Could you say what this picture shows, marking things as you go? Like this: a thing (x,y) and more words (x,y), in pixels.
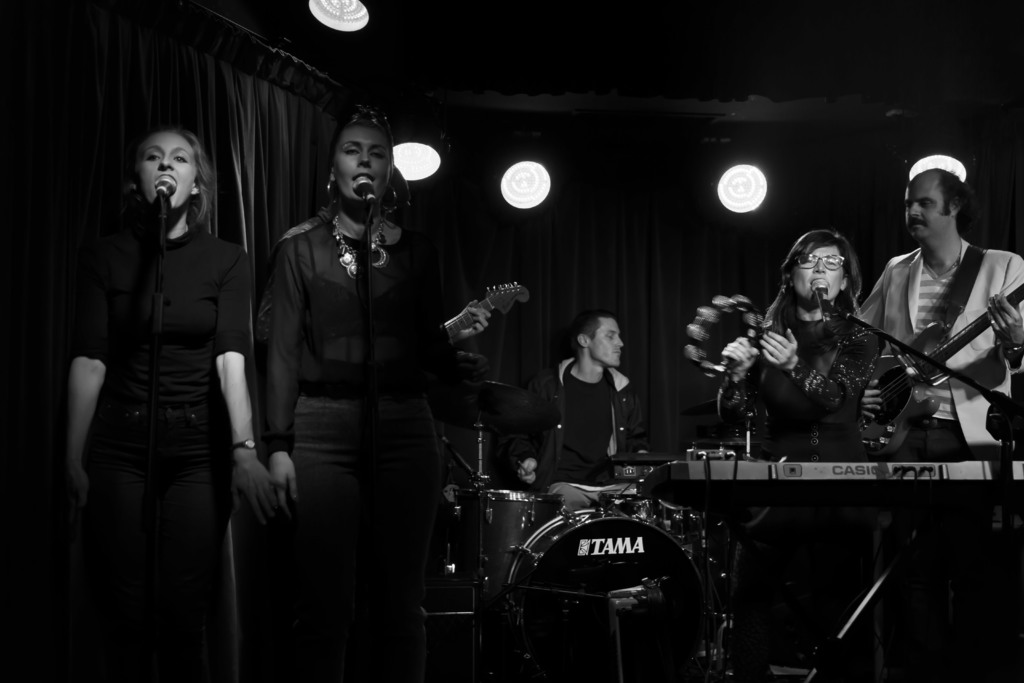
There are two ladies (285,268) standing and singing in front of a mic (163,202). And there is another lady (782,357) playing some musical instrument (703,310) in front her there is a mic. To the right side (953,326) there is a man (913,324) standing and playing a guitar (940,376). And in the middle (635,424) there is a man (577,465) playing drums (538,498).
